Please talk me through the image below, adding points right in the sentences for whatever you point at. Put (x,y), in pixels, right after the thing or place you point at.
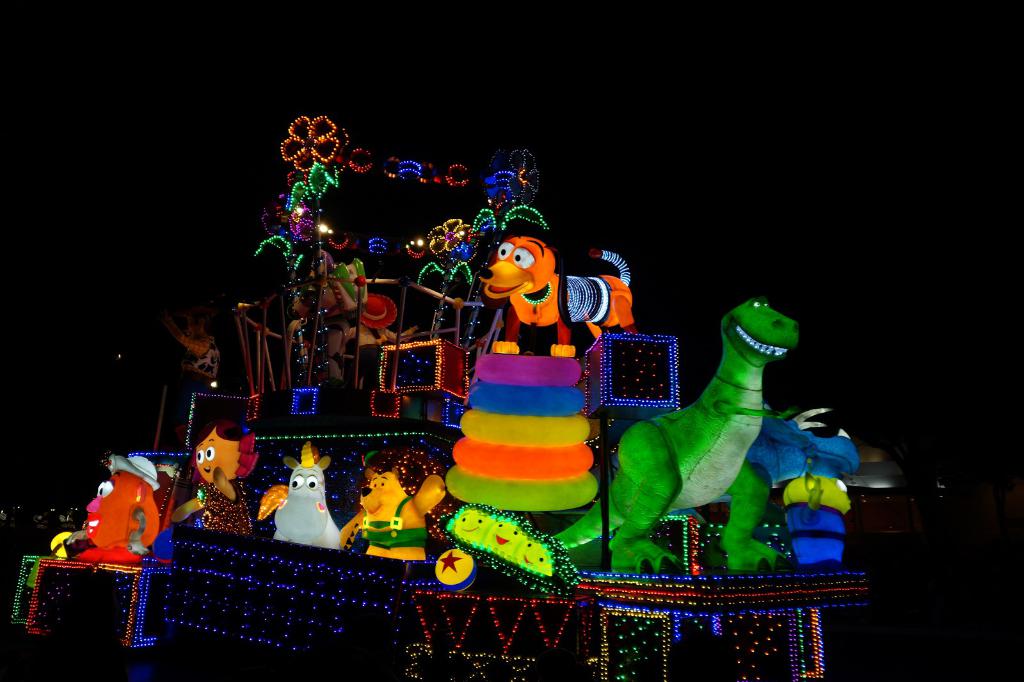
This image is taken during the night time. In this image we can see different types of toys (307,520) with lighting (137,576).
